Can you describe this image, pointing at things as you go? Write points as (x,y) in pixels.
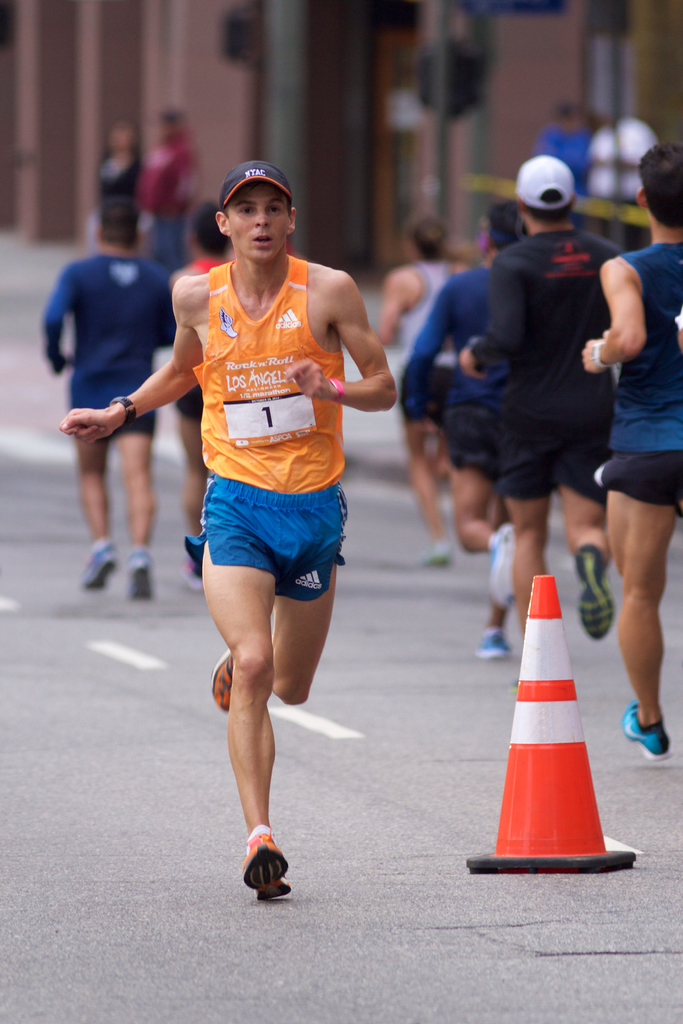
In this image I can see group of people (145,360) running, the person (295,657) in front (232,545) wearing orange and blue color dress (232,535), background (215,56) I can see few poles (618,105) and the building (170,86) is in brown color.
